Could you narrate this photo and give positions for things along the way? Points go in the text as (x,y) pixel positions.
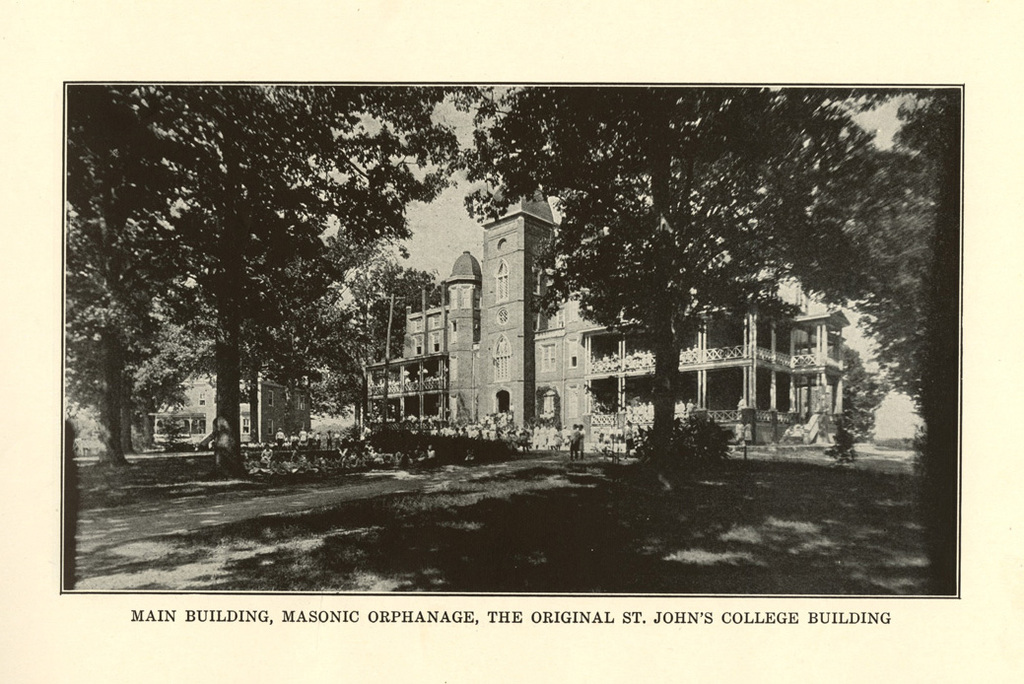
In this image its a page (393,642). There is some text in the foreground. There is a road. There are trees (660,467) and plants (703,448). There is grass (569,524). There are people (409,419). There are buildings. There is a sky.
